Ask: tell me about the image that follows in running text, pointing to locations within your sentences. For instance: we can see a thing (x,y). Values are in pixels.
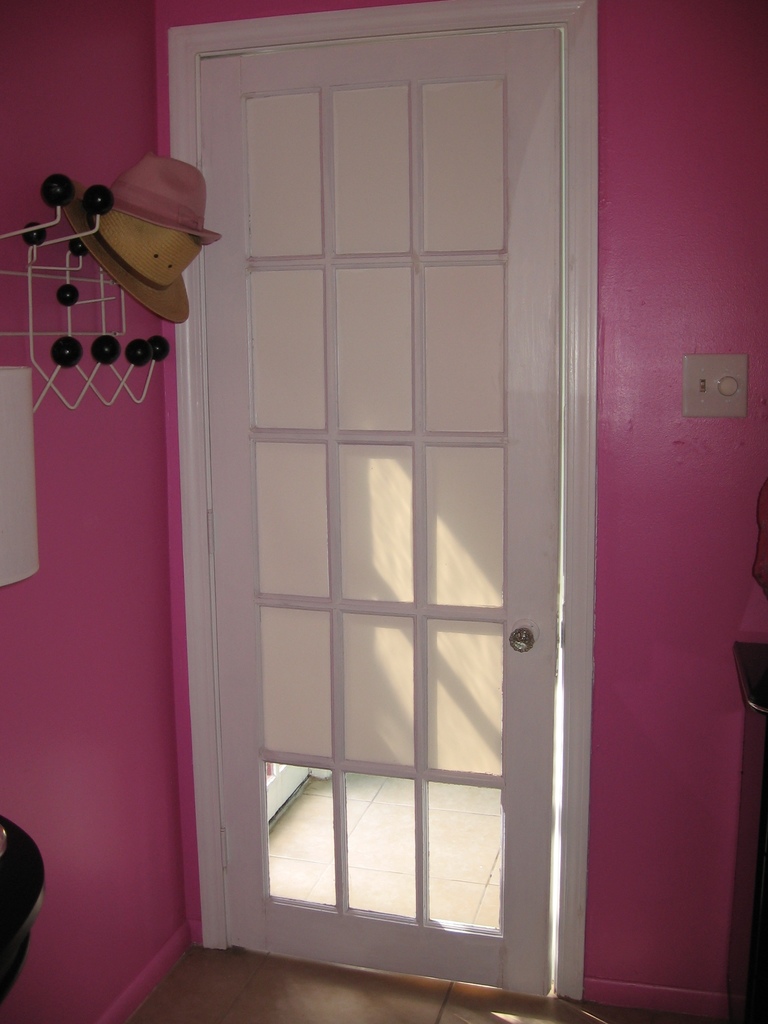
This picture shows a door (430,398) and couple of hats (139,254) on the hanger (59,217). The wall (184,651) is pink in color and the door (305,504) is white in color.
